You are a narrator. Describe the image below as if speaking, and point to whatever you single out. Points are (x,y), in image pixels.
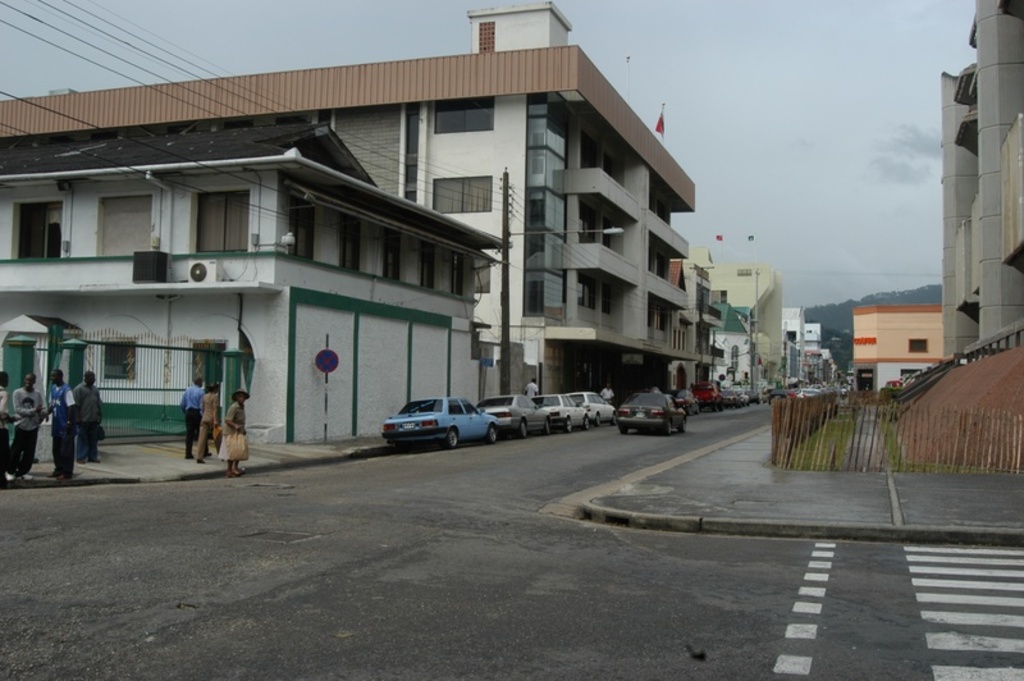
In this picture we can see the view of the road (261,522). In the front (209,460) there are some persons (233,422) standing on the green gate (176,380). Behind there is a white color house (359,362). On the inside lane (536,437) there are many cars (622,418) are parked. In the background (590,245) there is a building (556,272) with glass windows (558,244). On the right side (793,427) there is a bamboo sticks fencing (888,441) and grey color building (957,244).
